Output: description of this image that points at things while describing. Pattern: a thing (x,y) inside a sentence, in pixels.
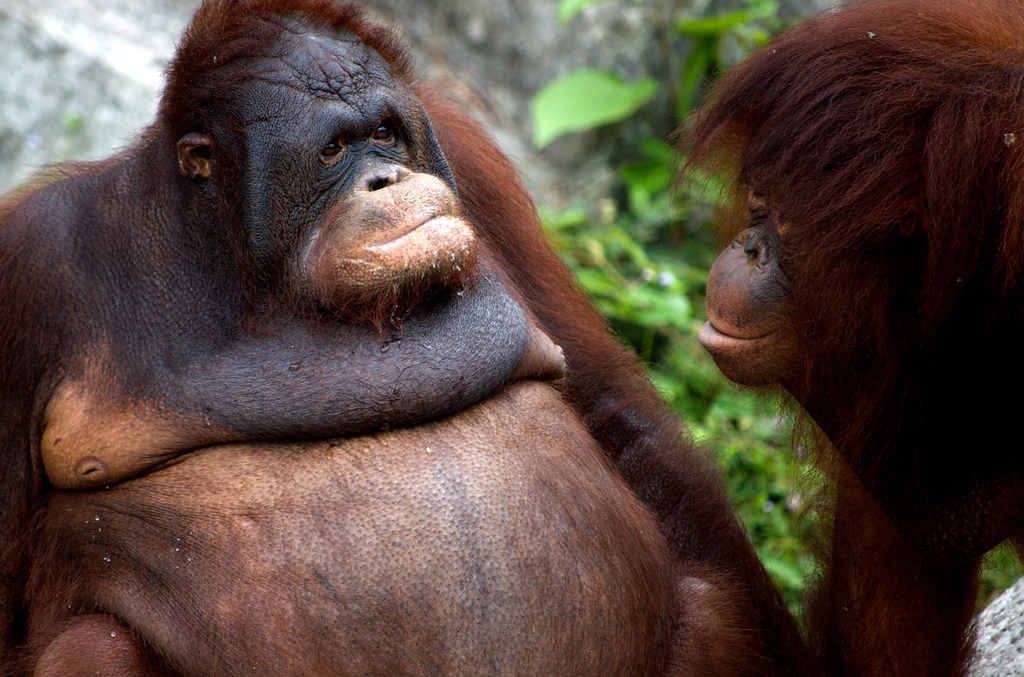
In the image we can see some orangutans (974,568). Behind them there are plants (653,256).
